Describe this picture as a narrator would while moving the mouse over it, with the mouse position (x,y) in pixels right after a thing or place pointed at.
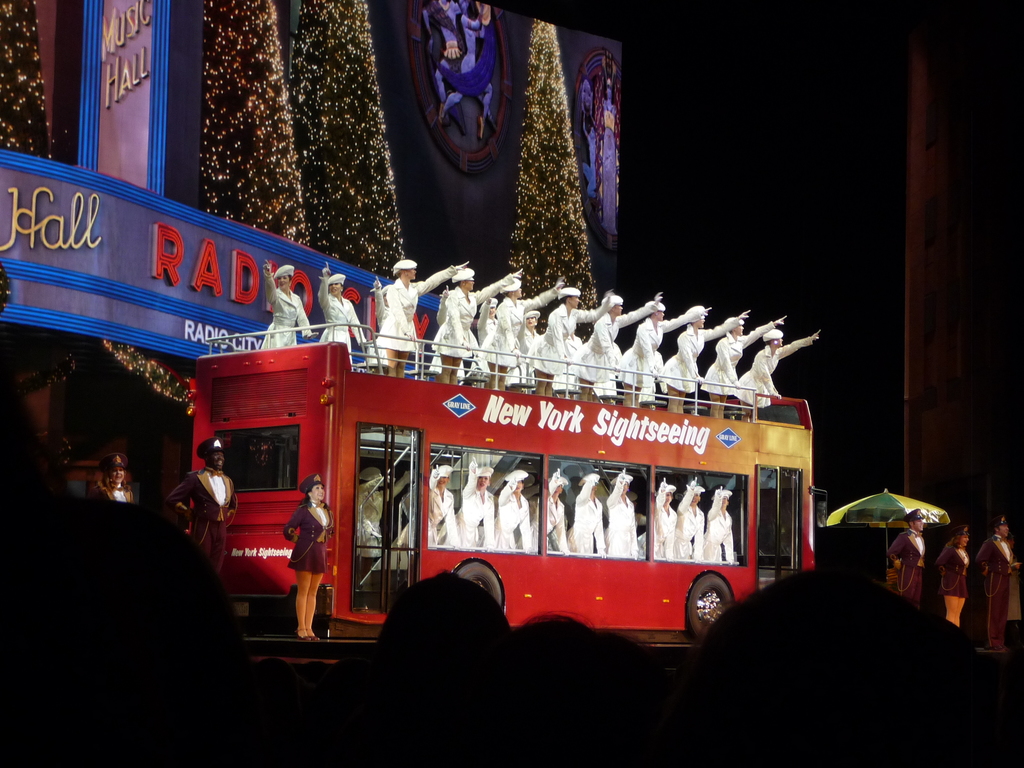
In this picture I can see a bus (427,465) in the center (523,445) and I see number of people (442,470), in which few of them are in bus (536,557), few of them are on bus (566,419) and rest of them are side to the bus (415,475). In the background (268,24) I can see the lights (33,150) and I see few words (166,269) written and I see that it is dark on the bottom of this picture (404,667).
